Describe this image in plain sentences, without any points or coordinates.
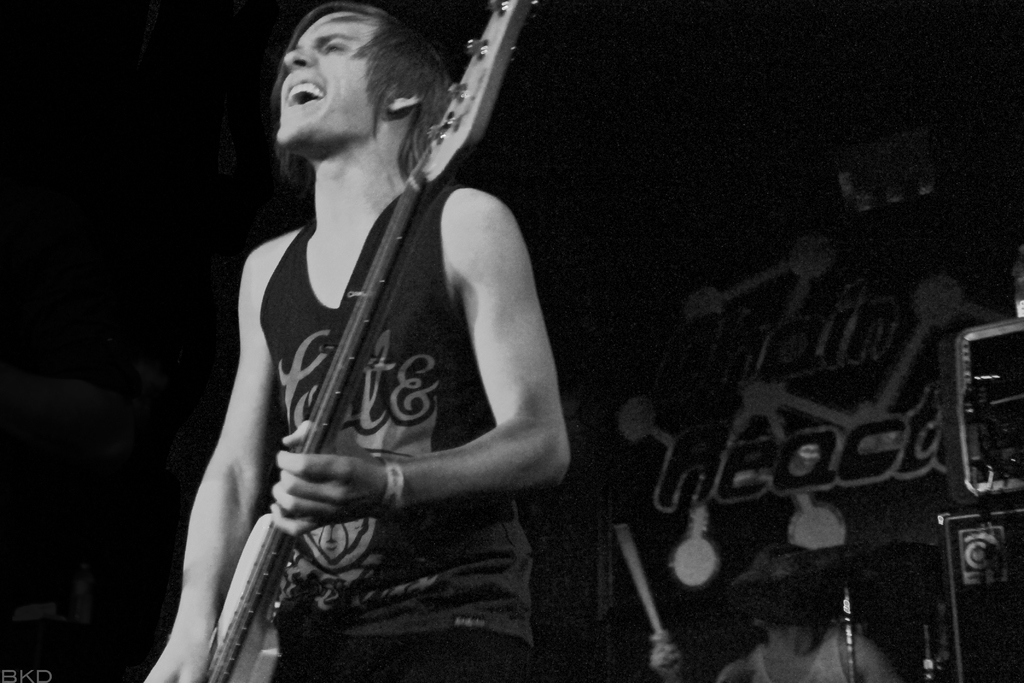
He is standing. He is holding a guitar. His singing a song we can see here his mouth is open. We can see in the background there is a musical instruments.
